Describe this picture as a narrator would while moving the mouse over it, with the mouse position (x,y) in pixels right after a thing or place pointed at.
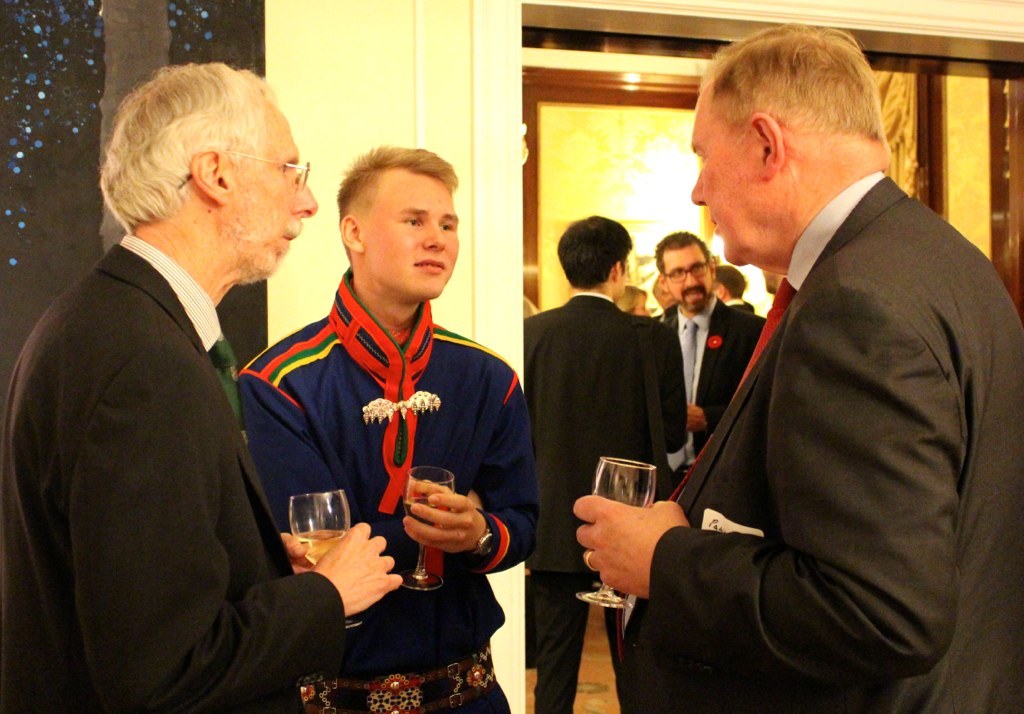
In this image there are some persons (596,374) standing in middle of this image (448,245). The left side person (147,461) is wearing black color blazer (142,422) and white color shirt (198,312) and wearing a goggles (301,170). And the middle person (427,455) is wearing blue color jacket (413,611) and the right side person (854,494) is wearing black color blazer (855,388) and white color shirt (814,246) and holding a glass (643,482). There are some persons (653,421) standing in middle of this image (618,323) and there is a door (531,153) at right side of this image (863,36).
